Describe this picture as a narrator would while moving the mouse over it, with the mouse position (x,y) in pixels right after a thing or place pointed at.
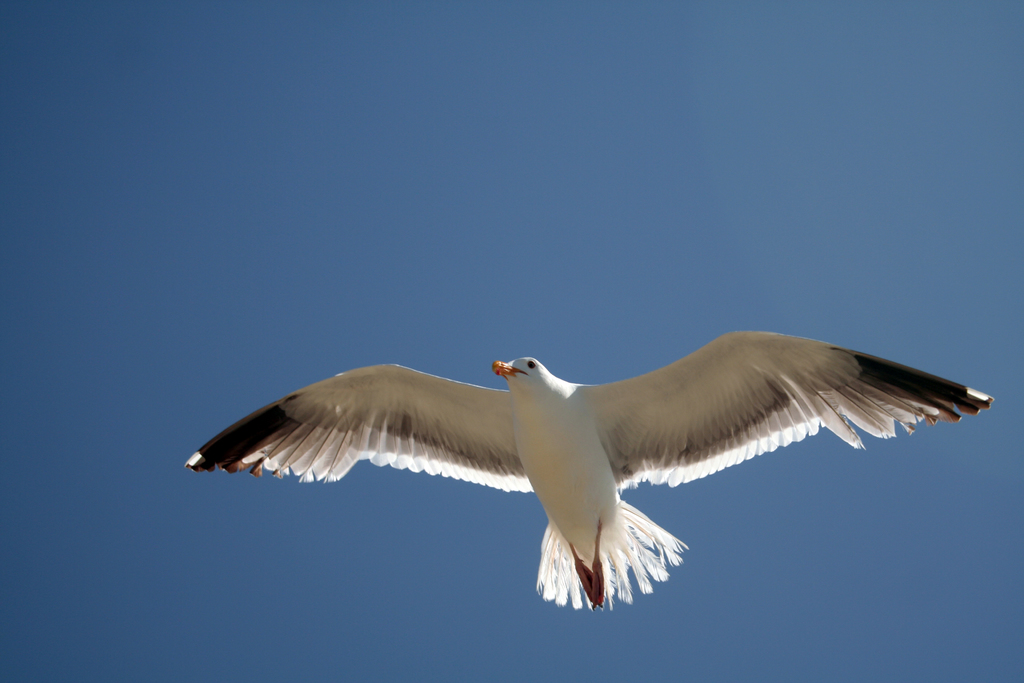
There is a bird (380,430) flying in the foreground (505,466) and the sky (692,510) in the background (546,334).
